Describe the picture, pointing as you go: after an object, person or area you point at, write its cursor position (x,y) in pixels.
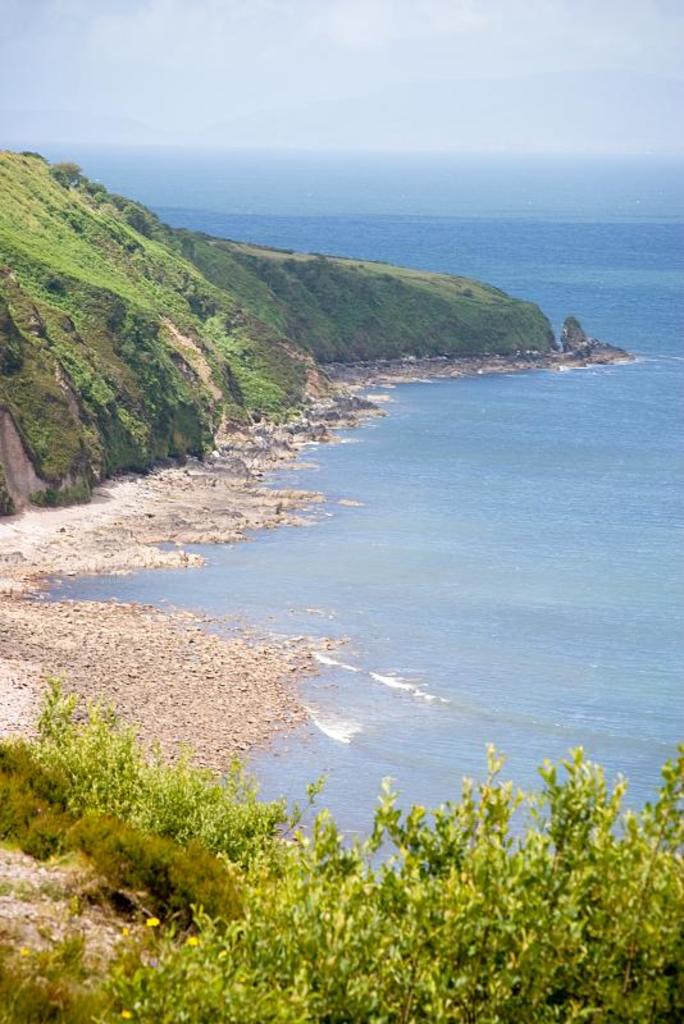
In this image, it looks like an ocean (578,440) in which there are hills (118,364) on the left side (88,430). There is water (588,458) on the right side (616,497). At the bottom (261,931) there are plants (356,884). Beside the water (620,555) there are stones (118,664) in the sand (90,523). At the top (441,57) there is the sky (503,59).
